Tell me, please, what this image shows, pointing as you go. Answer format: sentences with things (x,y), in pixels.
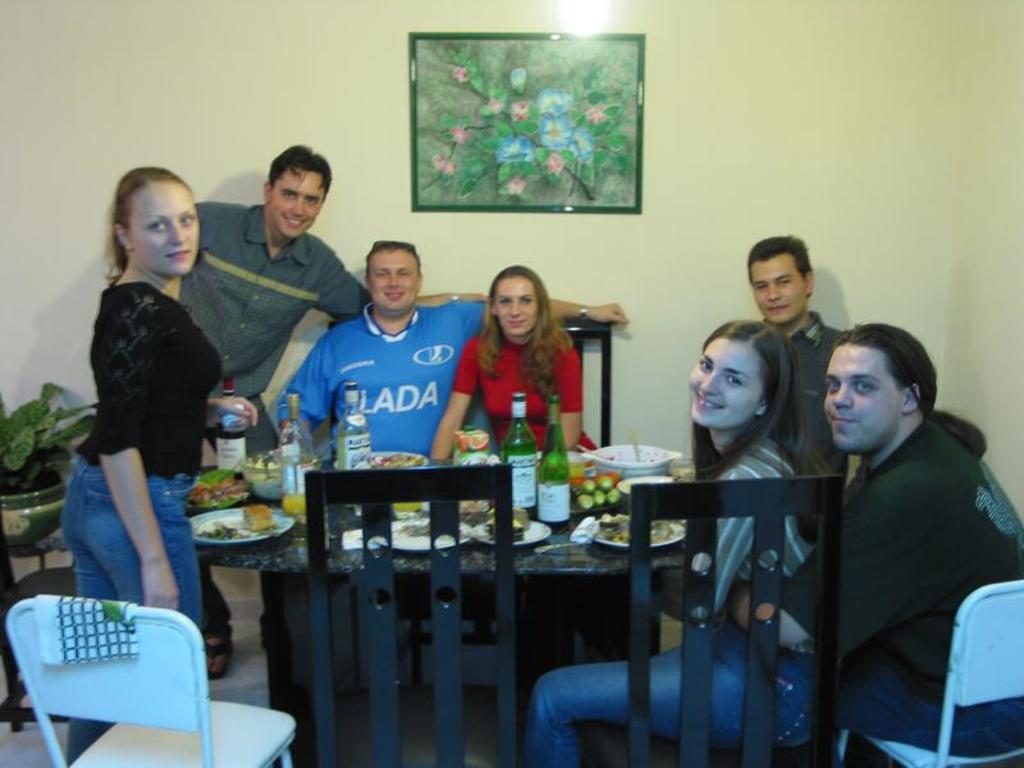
this is the image taken from inside view of the house (830,176). There are the group of persons (511,365) sitting on the chair (670,503) near to the table (300,589) and there are food items (614,488) kept on the plate (207,526) and the plates (618,540) kept on the table (589,550). there are few bottles (341,446) kept on the table (579,560). on the left side (4,482) there is a flower pot (20,508), on the flower pot (35,502) there is a plant (34,431), on the middle corner (351,264) i can see a wall (535,222), on the wall (511,231) there is a photo frame (428,165).
